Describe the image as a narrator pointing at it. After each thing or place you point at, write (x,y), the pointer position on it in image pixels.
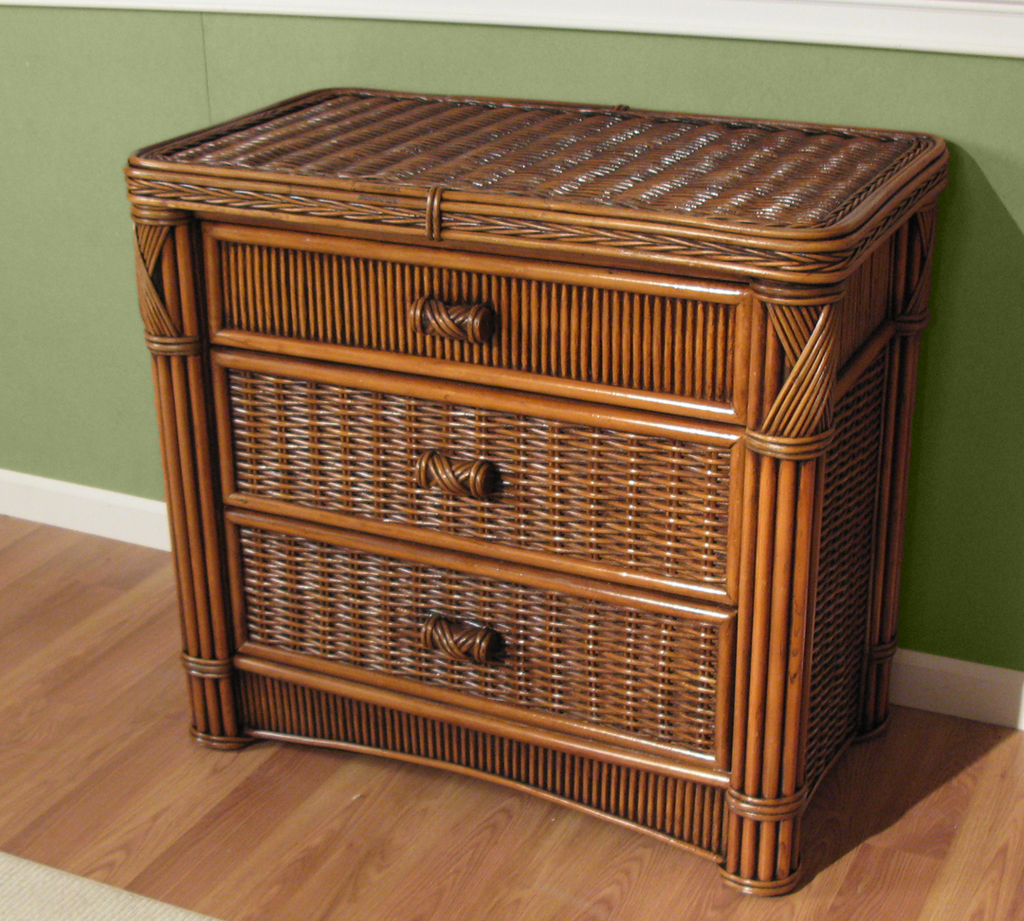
In this picture we can see a basket (439,395) with racks (397,542) to it and handles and this is placed on a floor (208,813) and in the background (95,168) we can see a green color wall (98,95).
